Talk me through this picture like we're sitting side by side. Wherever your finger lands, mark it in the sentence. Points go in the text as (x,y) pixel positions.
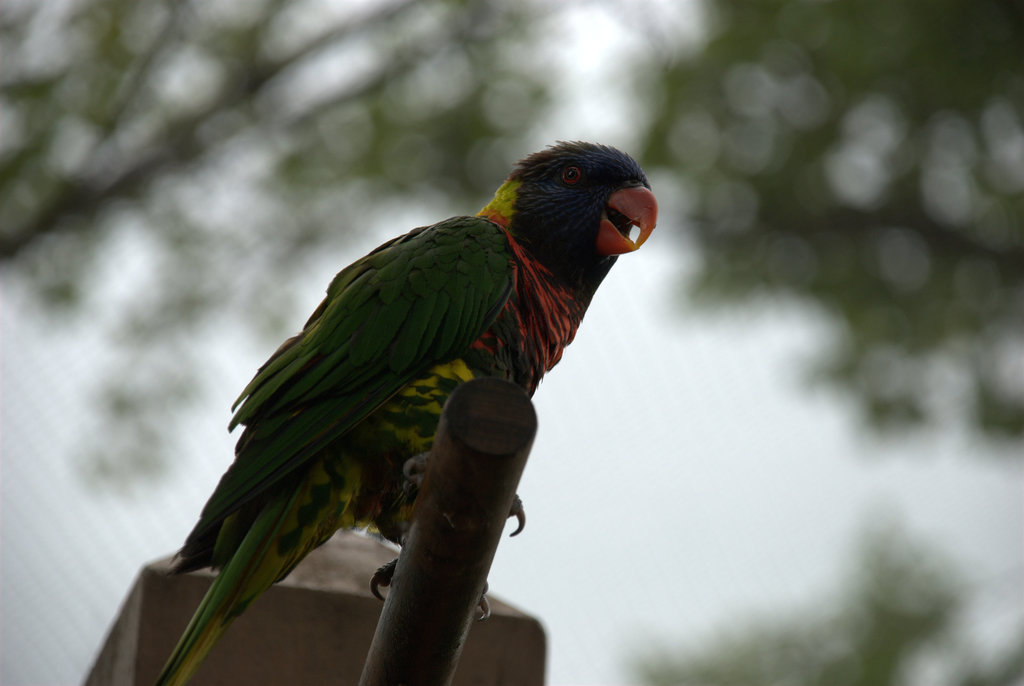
In the center of the image (392,307), we can see a bird (293,377) on the rod (387,617) and the background (105,246) is not clear.
